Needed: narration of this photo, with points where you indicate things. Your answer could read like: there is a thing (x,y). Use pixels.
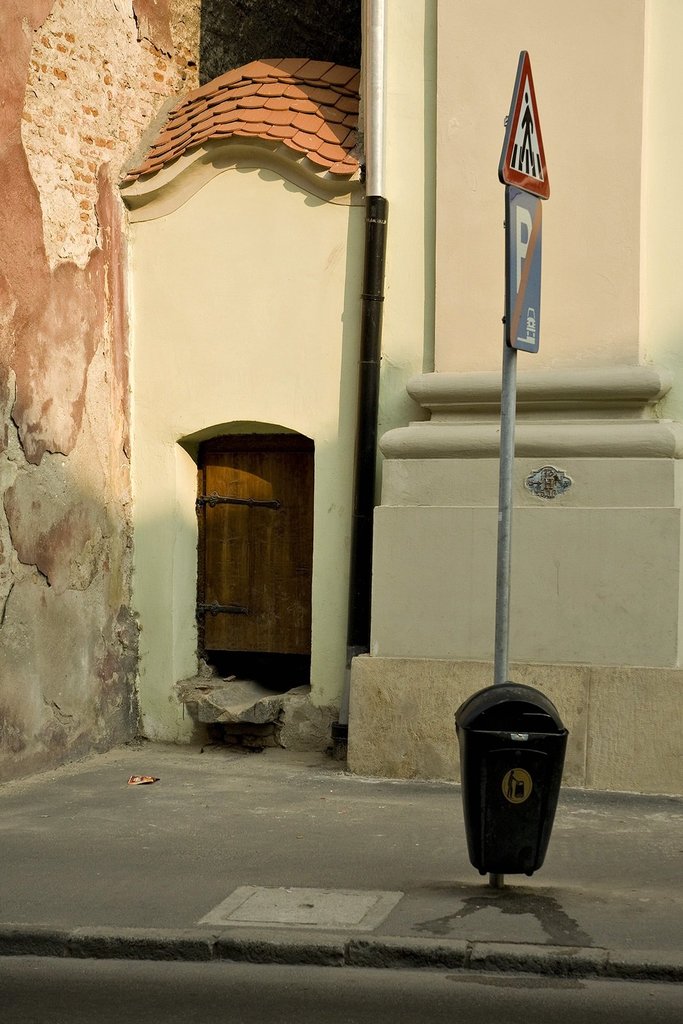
In this picture there is a pole (514,452) which has two sign boards (525,287) above it and a dustbin (505,754) below it and there is a building (384,177) in the background (310,83).
